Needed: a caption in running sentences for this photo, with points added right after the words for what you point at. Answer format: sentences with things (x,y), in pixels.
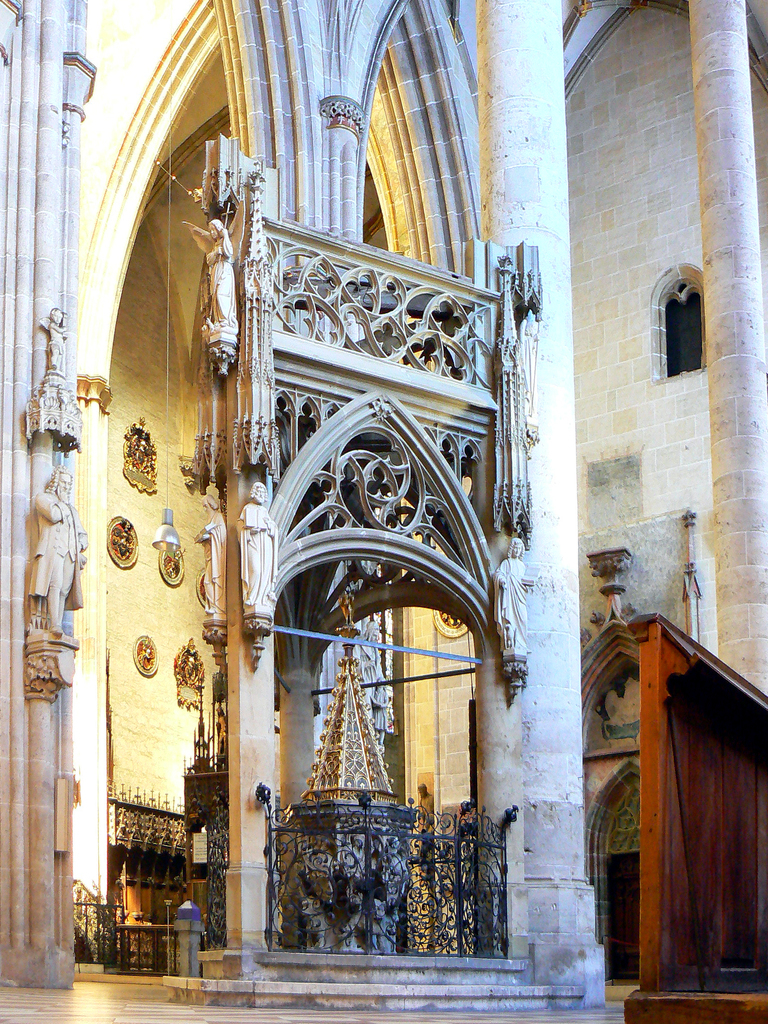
In this image there is a building (350,438) with the pillars (729,456). In the middle (263,565) there are so many sculptures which are attached to the pillars (295,186). In the background (162,458) there is a wall (148,414) on which there are some decorative items (122,517). At the bottom (455,899) there is fence (437,878) around the pillars (527,786). On the right side (685,810) there is a wooden wall (695,832).
